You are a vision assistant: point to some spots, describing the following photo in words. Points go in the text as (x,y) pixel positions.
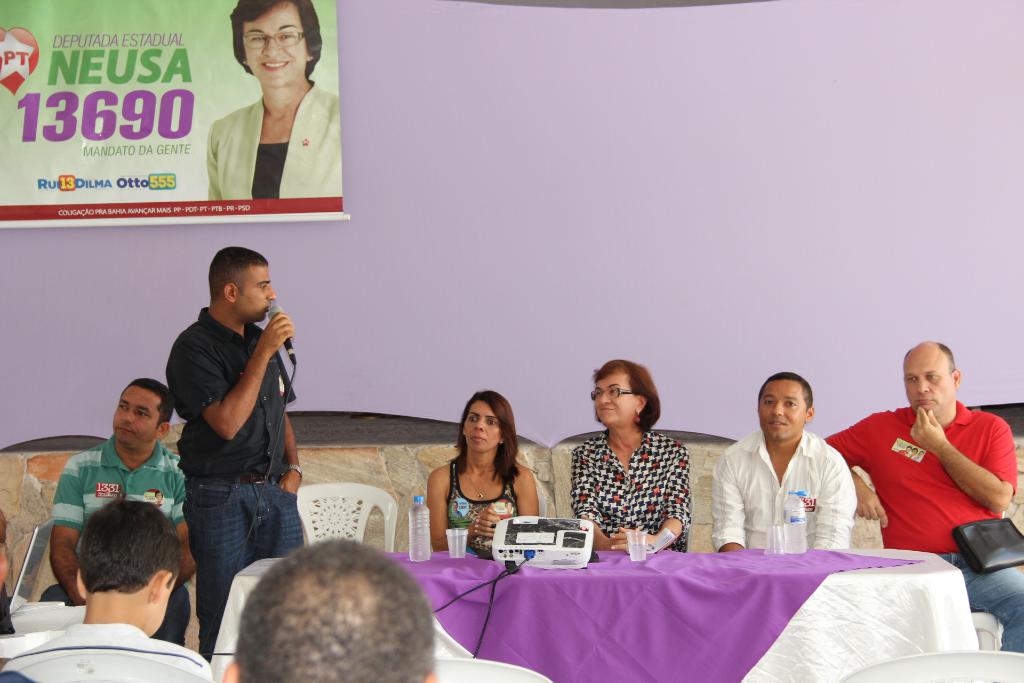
In the image we can see one person (252,398) standing and holding microphone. And few persons (122,451) were sitting on the chair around the table (588,593). On table (593,589) we can see glass (462,539), bottle (421,544), cloth (609,578) etc. In the background (466,208) there is a wall (492,135) and banner (260,77).
